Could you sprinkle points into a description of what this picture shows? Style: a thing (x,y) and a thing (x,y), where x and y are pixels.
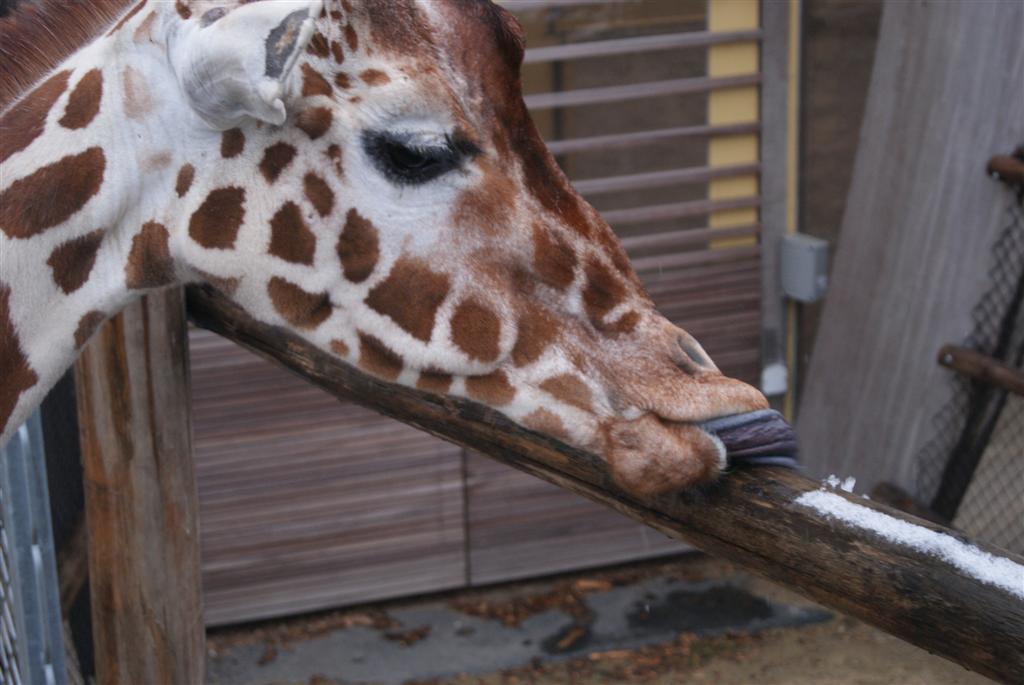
In this picture there is an animal (385,16), wooden poles (562,478), mesh (1011,468) and objects (904,373). In the background of the image (665,136) we can see a gate (669,157).
